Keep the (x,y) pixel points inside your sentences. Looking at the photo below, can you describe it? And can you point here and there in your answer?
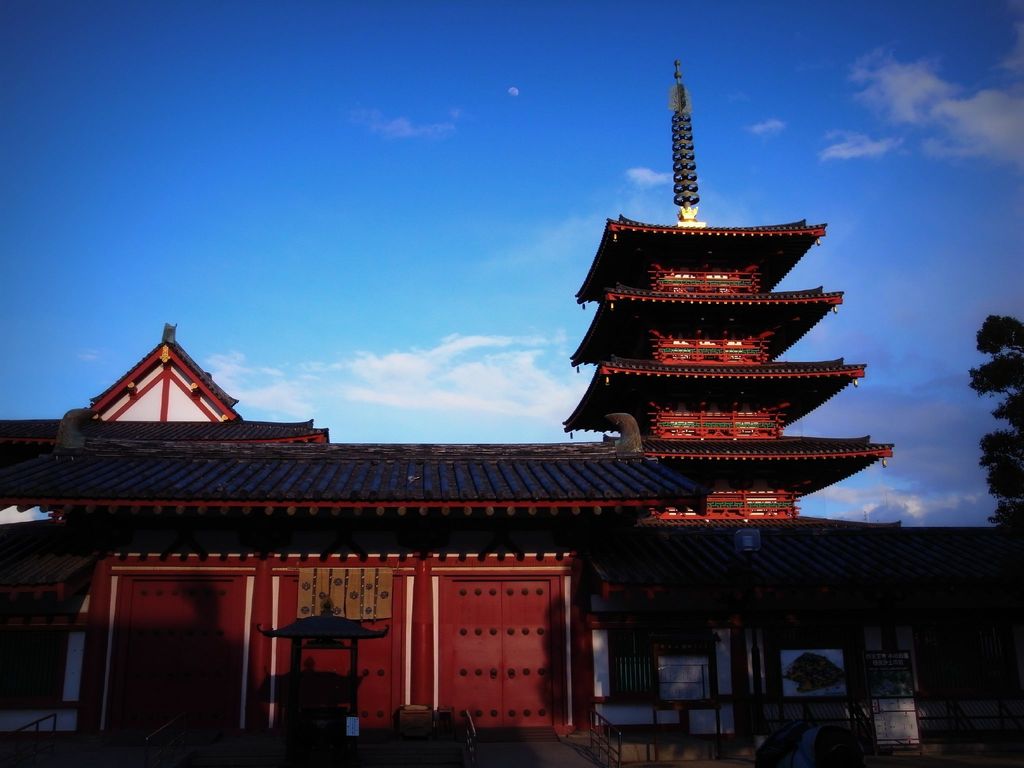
This is the picture of a house (261,453) to which there are some thing (684,216) at the top (679,191) and it is in red and black color and to the side there is a tree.
